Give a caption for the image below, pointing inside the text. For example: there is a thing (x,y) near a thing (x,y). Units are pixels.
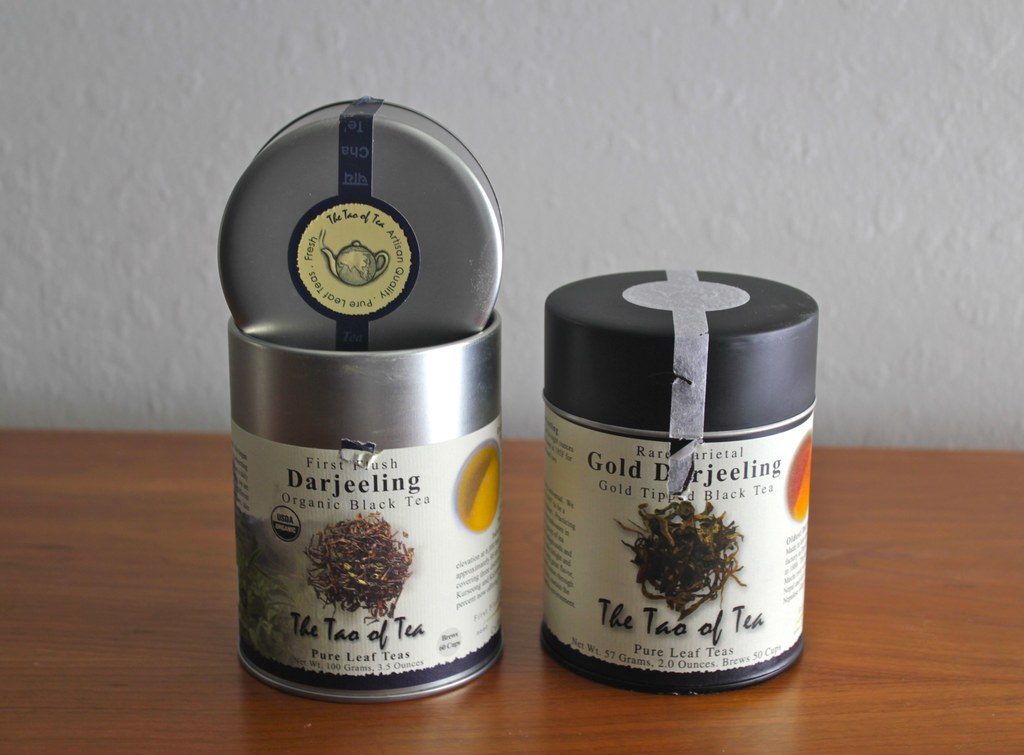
In this picture there are two bottles (498,563) on the table (951,677) and there is a text (717,450) on the bottles (389,488). At the back (596,114) there is a wall (821,125).
